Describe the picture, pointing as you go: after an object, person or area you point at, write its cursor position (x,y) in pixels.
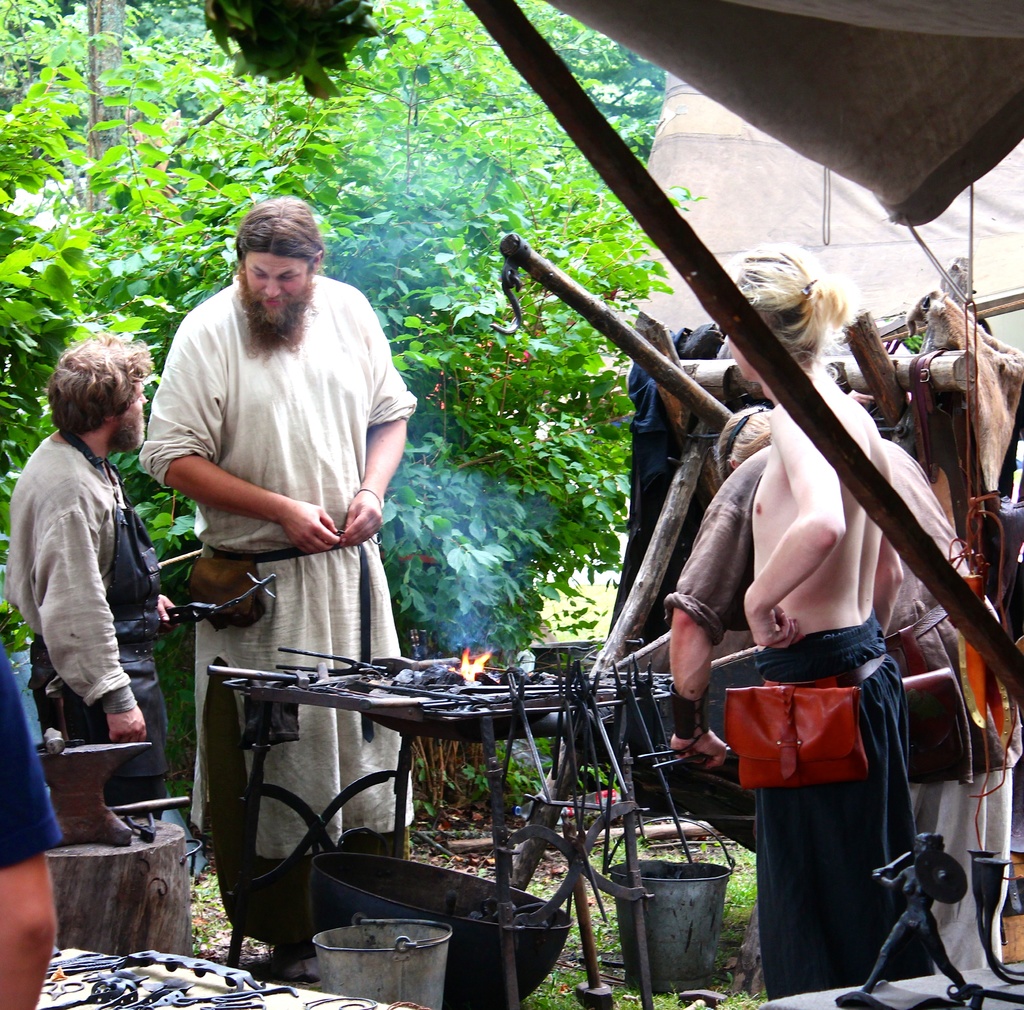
In the image we can see there are people (751,504) who are standing and the back there are lot of trees (363,107).
